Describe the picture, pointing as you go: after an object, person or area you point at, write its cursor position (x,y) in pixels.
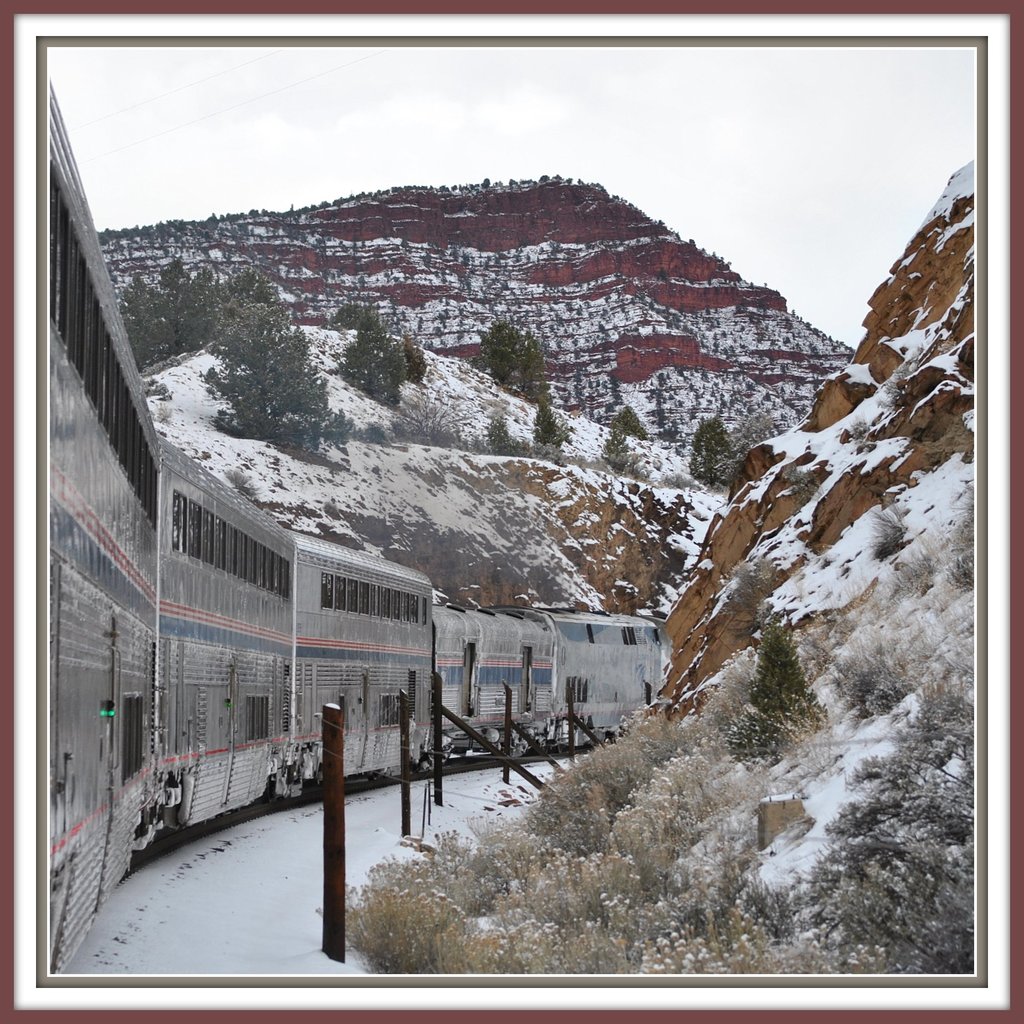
In this image we can see the train (374,663). We can also see some trees (279,406) and also mountains (776,438) which are covered with the snow (814,445). At the top (851,104) there is sky (447,100) and the image has borders (43,517).
